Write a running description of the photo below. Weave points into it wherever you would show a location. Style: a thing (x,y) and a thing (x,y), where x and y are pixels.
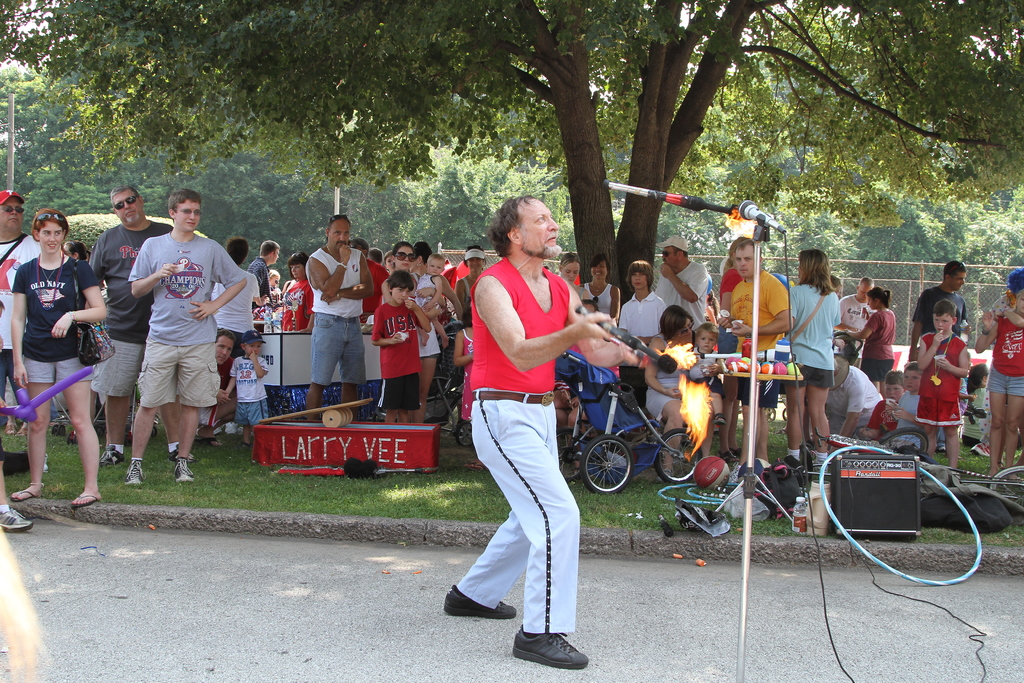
In this image we can see a few people (884,414), one of them is holding a stick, there is a mic (757,220), balloon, ball (712,474), there are bags (724,526), speaker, there are some objects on the table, there is a tree (875,221), fencing (840,277), also we can see the sky (14,60).
